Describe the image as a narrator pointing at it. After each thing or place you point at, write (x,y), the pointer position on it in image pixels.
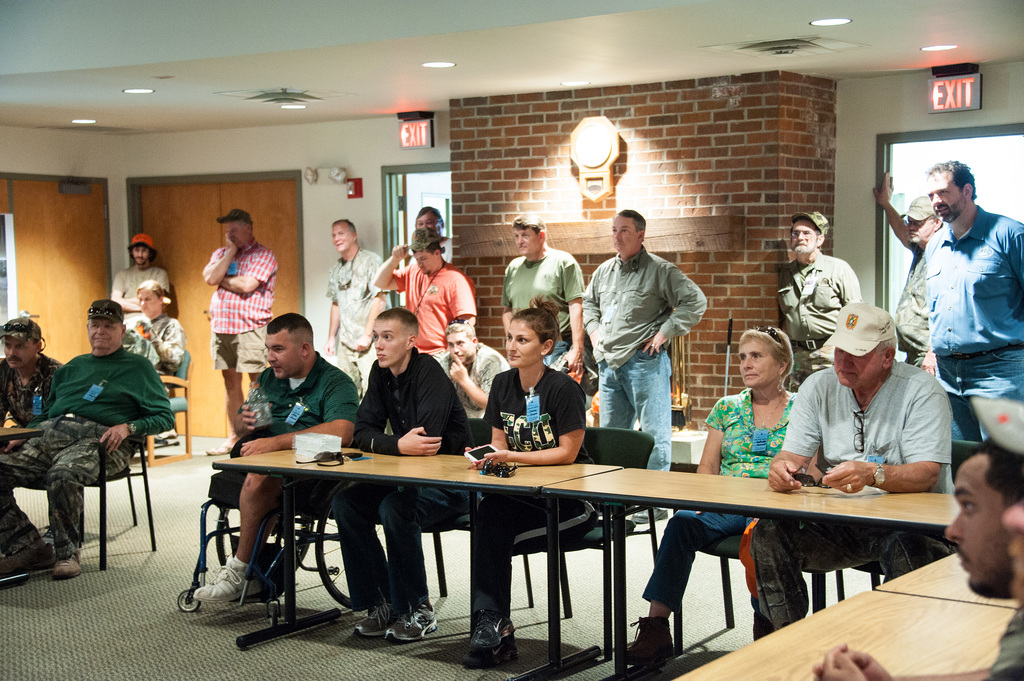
In this image i can see there are group of people (539,398) among them few are sitting on a chair (465,515) in front of a table (412,474) and few are standing on the floor (247,606).
